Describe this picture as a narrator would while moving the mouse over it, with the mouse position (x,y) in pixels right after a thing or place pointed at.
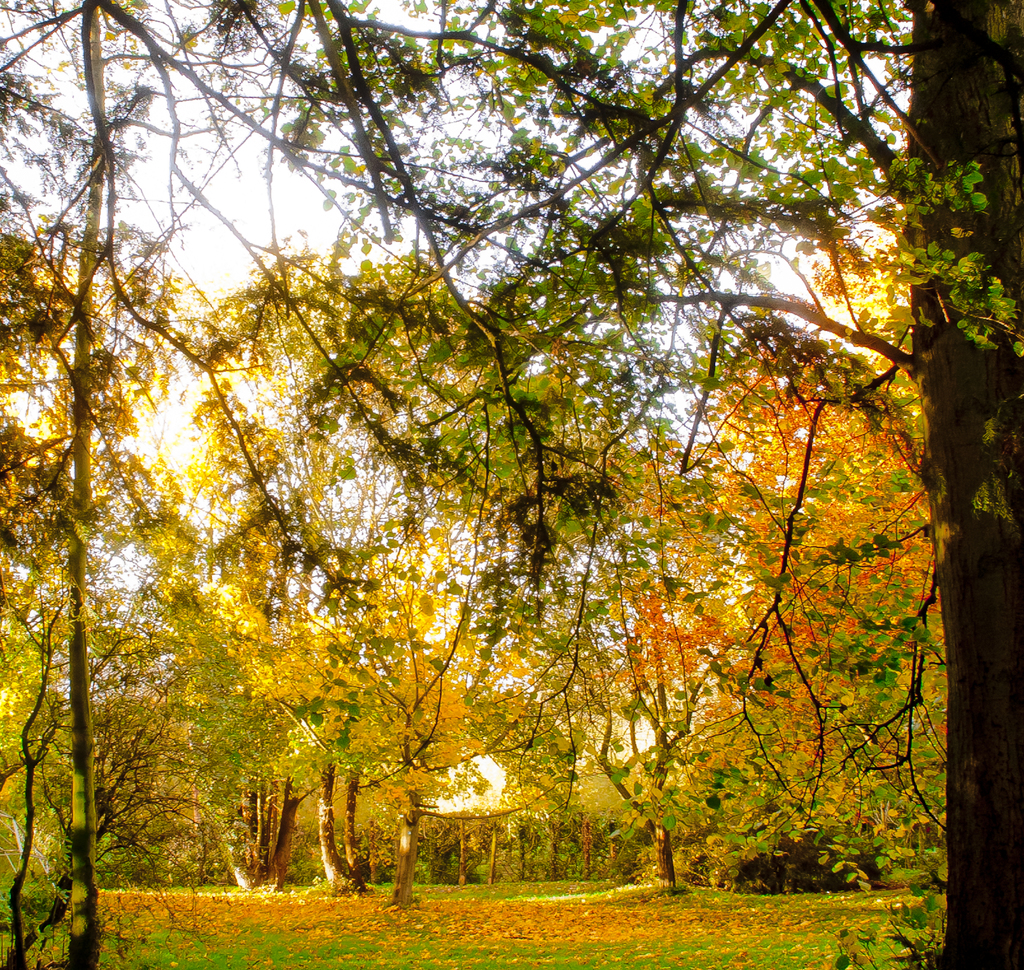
In the image we can see some trees (445,101).
